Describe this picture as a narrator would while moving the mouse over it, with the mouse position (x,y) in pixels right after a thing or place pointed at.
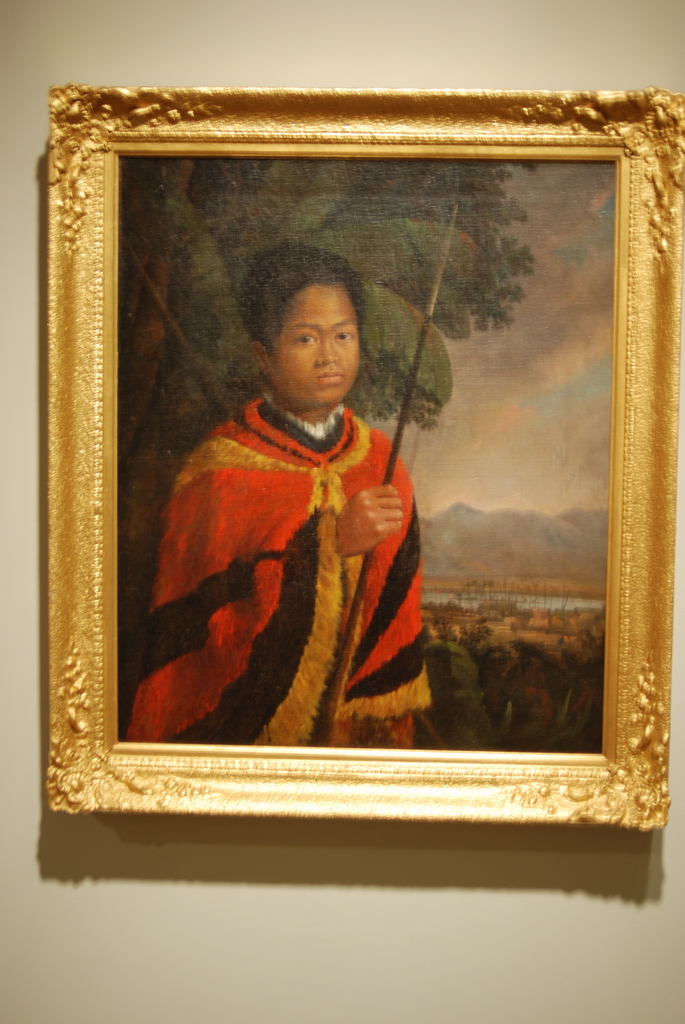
This picture seems to be clicked inside. In the center (355,565) there is a golden color picture frame (88,635) hanging on the wall (359,46). In the picture frame (630,392) we can see the painting (435,388) of a person (307,398) holding a stick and standing on the ground (430,587) and we can see the painting (389,215) of a tree (368,260), sky (480,386), water body (564,601), hills (479,555) and some other objects (517,671).
